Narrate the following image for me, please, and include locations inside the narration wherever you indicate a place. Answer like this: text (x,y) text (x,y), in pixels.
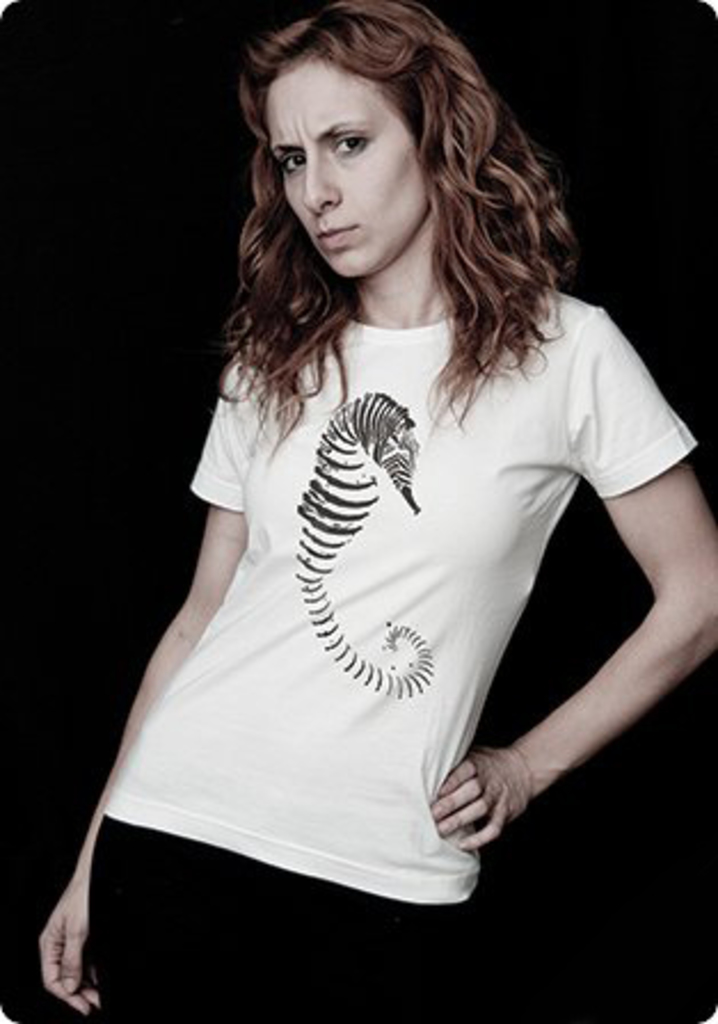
In the picture we can see a photograph (344,903) of a woman (98,826) standing and keeping her hand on the hip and she is wearing a white T-shirt (293,468) and seahorse drawing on it and she has a brown hair (500,209).
